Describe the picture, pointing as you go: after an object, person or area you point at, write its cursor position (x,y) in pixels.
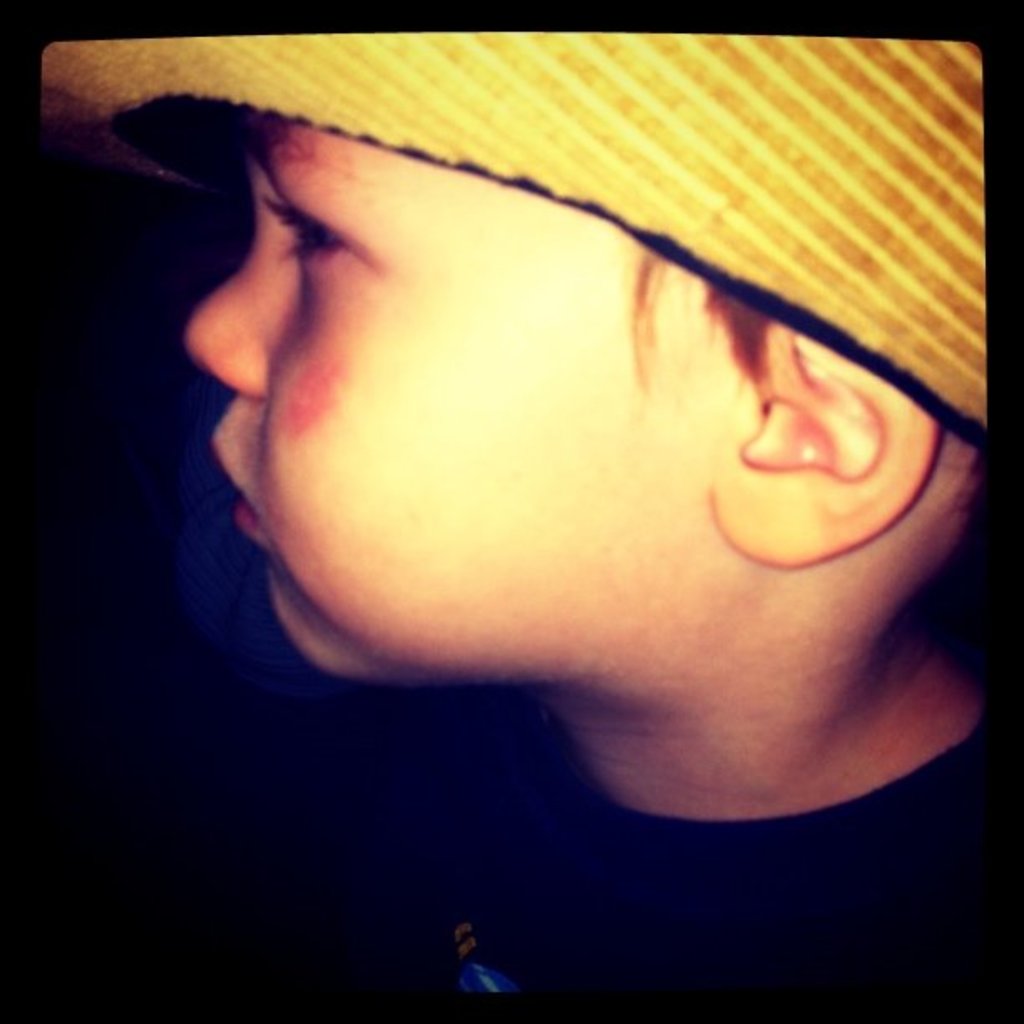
In this image we can see a boy (638,652) wearing a hat (424,62).
